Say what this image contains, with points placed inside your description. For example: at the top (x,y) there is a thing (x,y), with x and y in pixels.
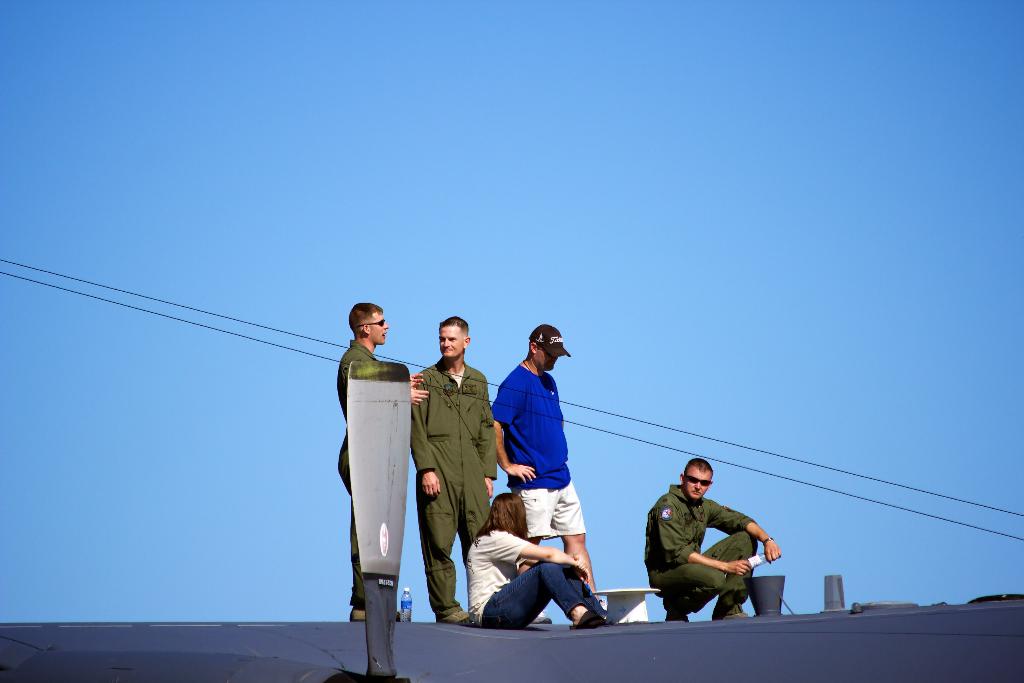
In the foreground (397,557) there is a board (386,448). In the center of the picture (454,363) there are four men (550,458) and a woman (517,592) may be on the roof (487,647) of a building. In the center (647,444) there are cables (14,263). Sky (301,286) is clear and it is sunny.
